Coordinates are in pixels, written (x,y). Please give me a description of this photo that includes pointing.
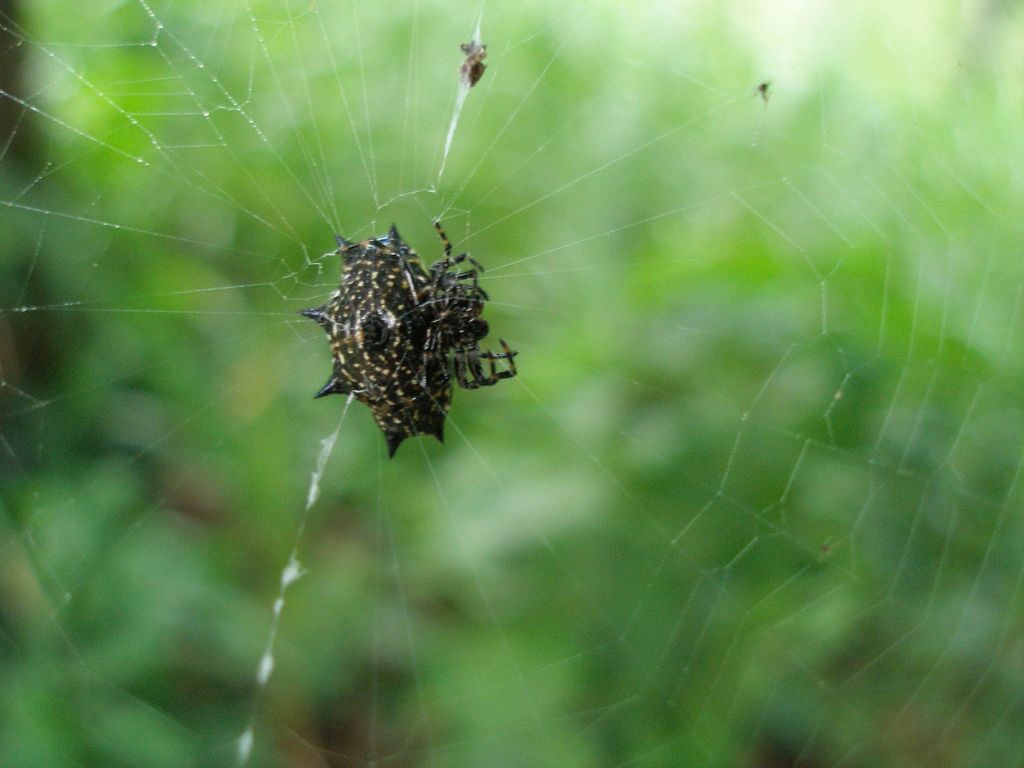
In this image in the center (502,340) there is an insect (455,335) and the background (602,366) is blurry.
